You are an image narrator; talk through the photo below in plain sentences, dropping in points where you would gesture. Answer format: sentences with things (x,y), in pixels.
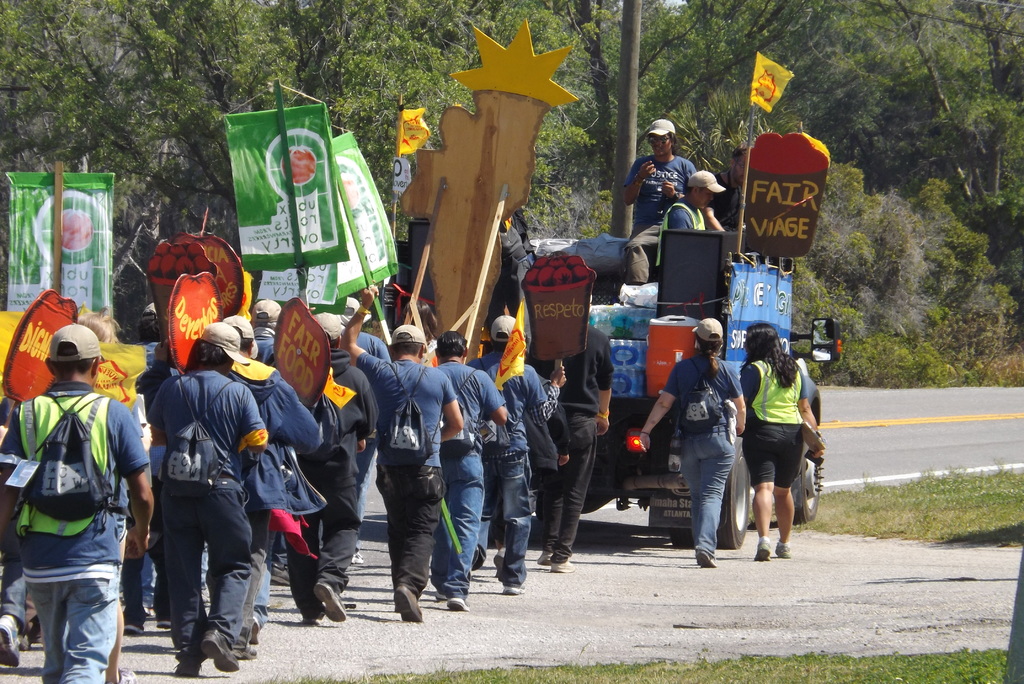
In this image I see number of people (393,398) in which most of them are holding a stick (384,321) on which there are banners (72,183) and boards (494,214) and I see a vehicle (590,298) over here on which there are 2 persons (716,215) and few things (654,340) and I see that there are words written on banners (290,217) and I see 2 yellow color flags (765,76) over here and I see the road (1011,469) and the grass (880,498). In the background (965,166) I see the trees (608,151).
